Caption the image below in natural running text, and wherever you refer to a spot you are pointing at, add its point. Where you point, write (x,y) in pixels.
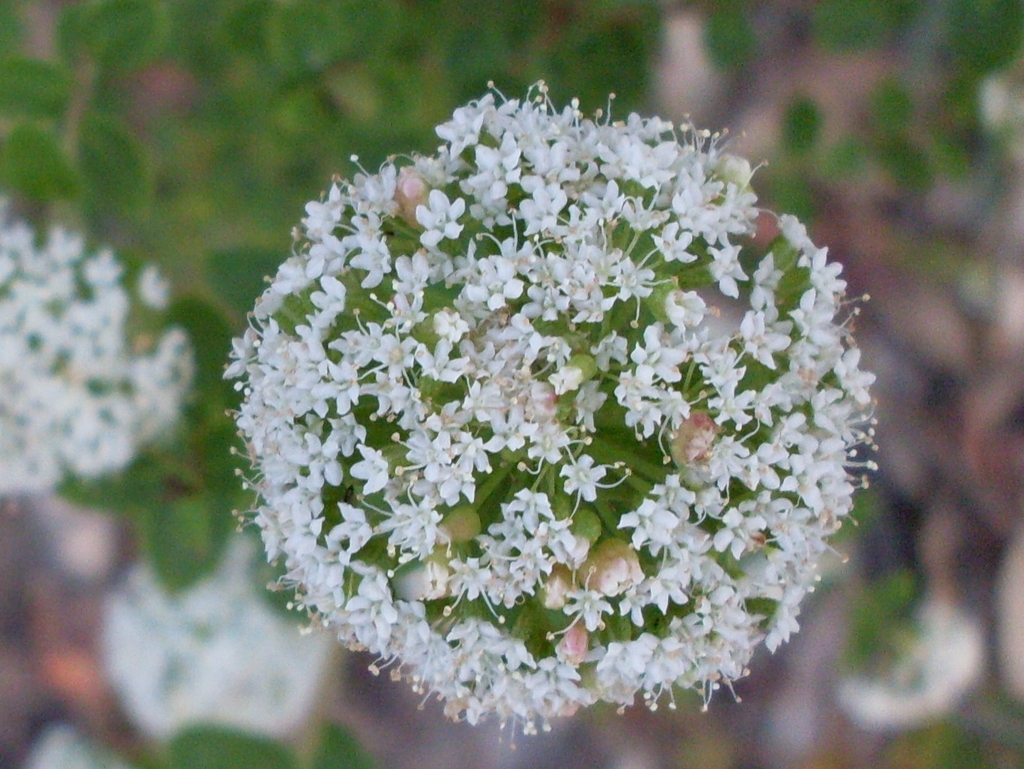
In this image we can see a plant (318,419) with flowers (678,544). The background of the image (286,654) is slightly blurred, where we can see plants (172,146) and flowers (147,658).
